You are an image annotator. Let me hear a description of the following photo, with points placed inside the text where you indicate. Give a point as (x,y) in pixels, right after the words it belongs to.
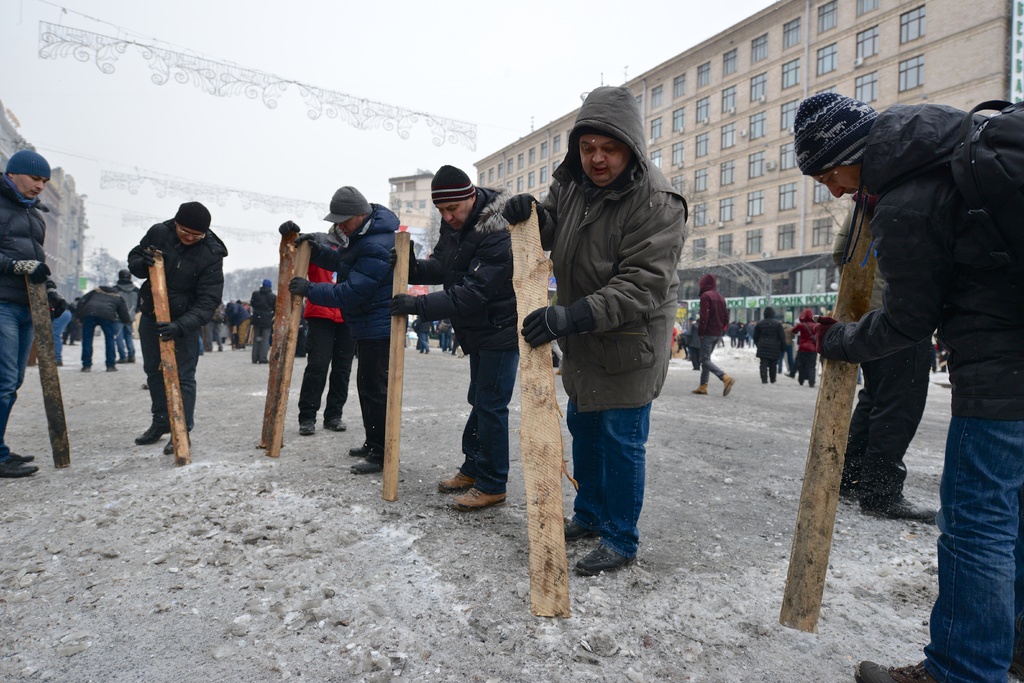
In this image we can see few people (341,249) wearing caps (449,177) and gloves (584,312). They are holding wooden objects (826,432). In the back (116,298) there are many people (129,300). Also there are buildings (776,108) with windows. And there are decorative items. In the background (417,40) there is sky (472,39).
